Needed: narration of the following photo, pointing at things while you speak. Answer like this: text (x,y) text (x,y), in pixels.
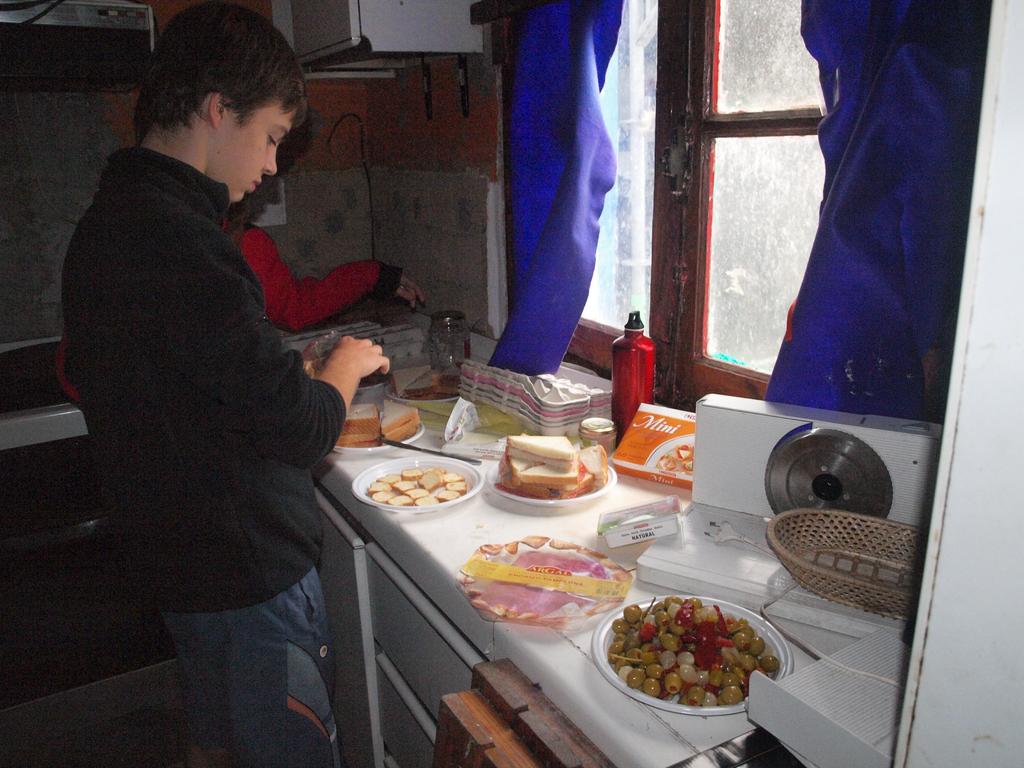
This image is clicked inside a room (412,232). There are two persons (277,308) in this image. There are windows (732,215) on the right side (730,280). There are cupboards (420,695) at the bottom (428,732). There are so many edibles (352,408) in the middle (571,471), such as bread (568,484), fruits (611,656). There is a water bottle (622,396).
